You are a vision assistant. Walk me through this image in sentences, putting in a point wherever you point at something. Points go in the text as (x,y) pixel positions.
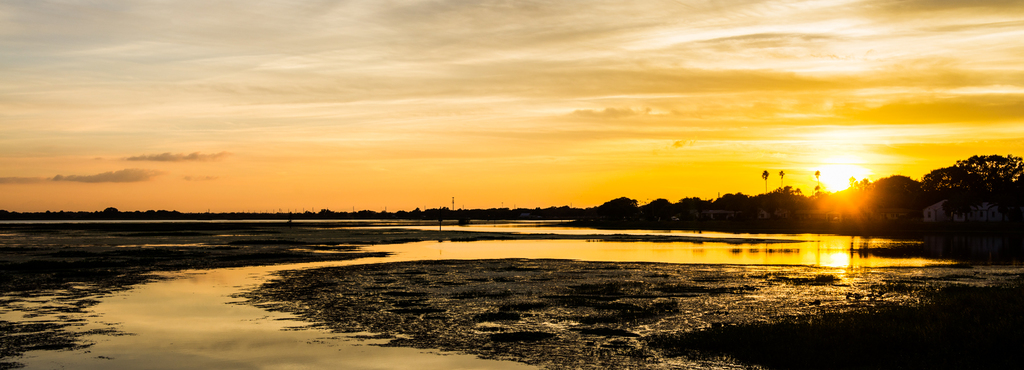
This picture is clicked outside the city. In the foreground (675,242) we can see the water body (251,275) and some other objects (829,286). In the background (615,118) we can see the sky (201,82) which is full of clouds (235,64) and we can see the sunlight (847,168) and we can see the trees (652,202) and some houses (1001,214) and we can see the reflection (839,249) of the sun (839,182) in the water body (676,254).
